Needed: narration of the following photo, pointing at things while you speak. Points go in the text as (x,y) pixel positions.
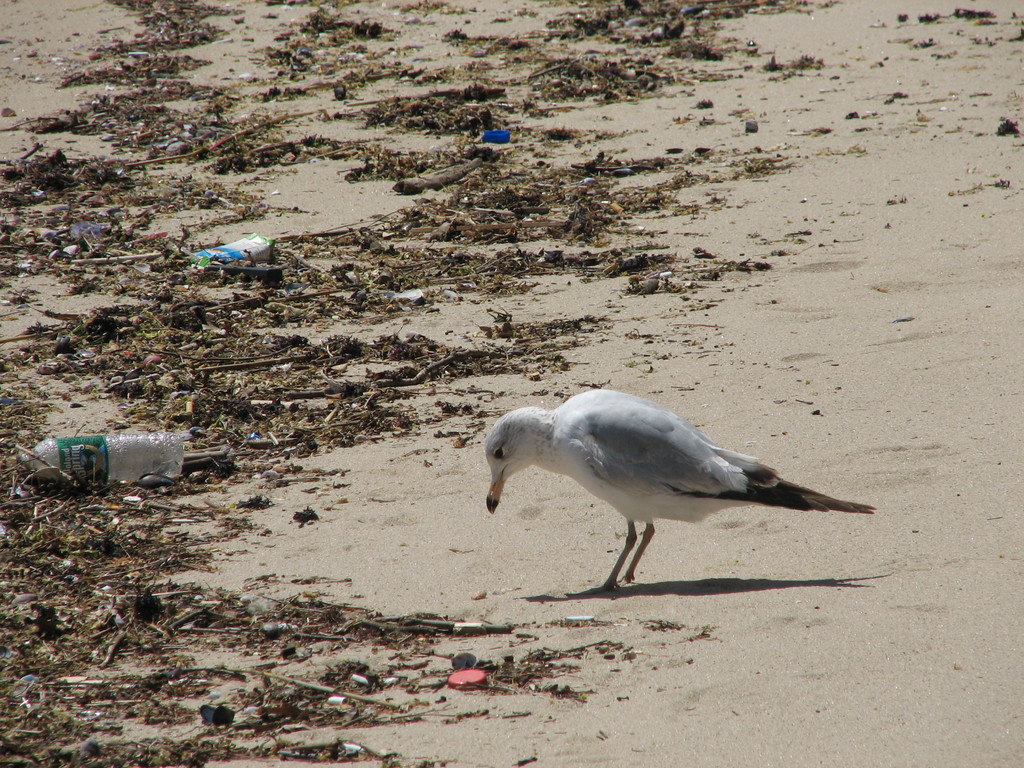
In the picture we can see a sand path (500,543) on it, we can see a some part of dust (103,321) and we can also see a bird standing on the sand (937,550) which is white in color and a black color tail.
